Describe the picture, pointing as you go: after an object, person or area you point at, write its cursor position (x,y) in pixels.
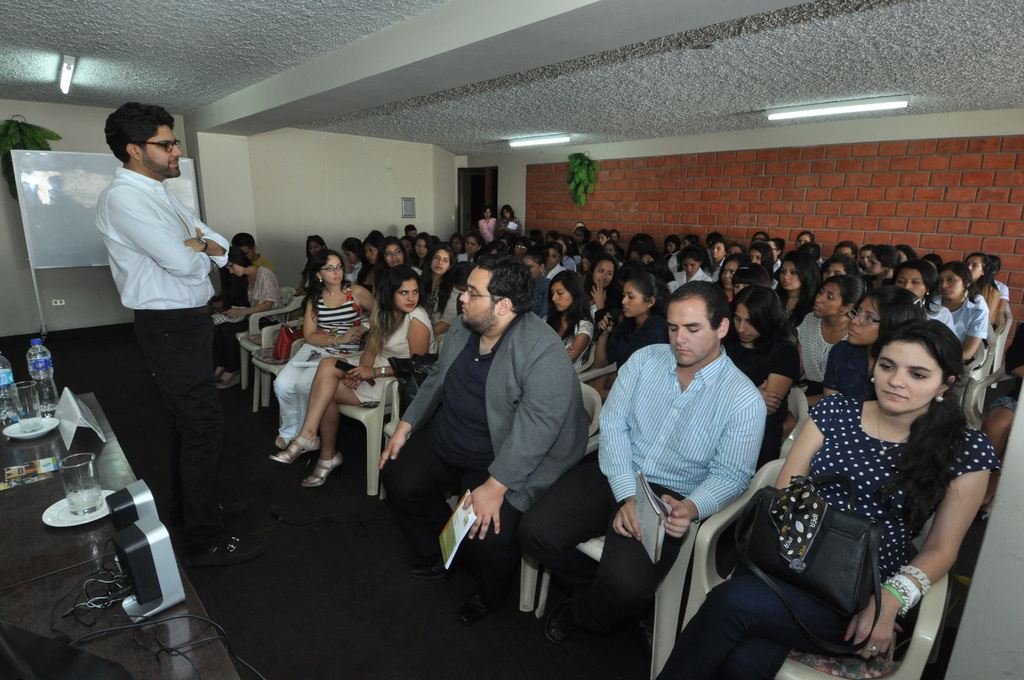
In this image we can see a person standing beside a table (164,614) containing some speaker boxes (131,604), wires (100,604), glasses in plates (56,507), bottles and a name board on it. We can also see a group of people (439,403) sitting on the chairs (545,576) in front of him. We can also see a white board (48,179), home decors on a wall (362,213), two persons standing and a roof (352,100) with some ceiling lights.
